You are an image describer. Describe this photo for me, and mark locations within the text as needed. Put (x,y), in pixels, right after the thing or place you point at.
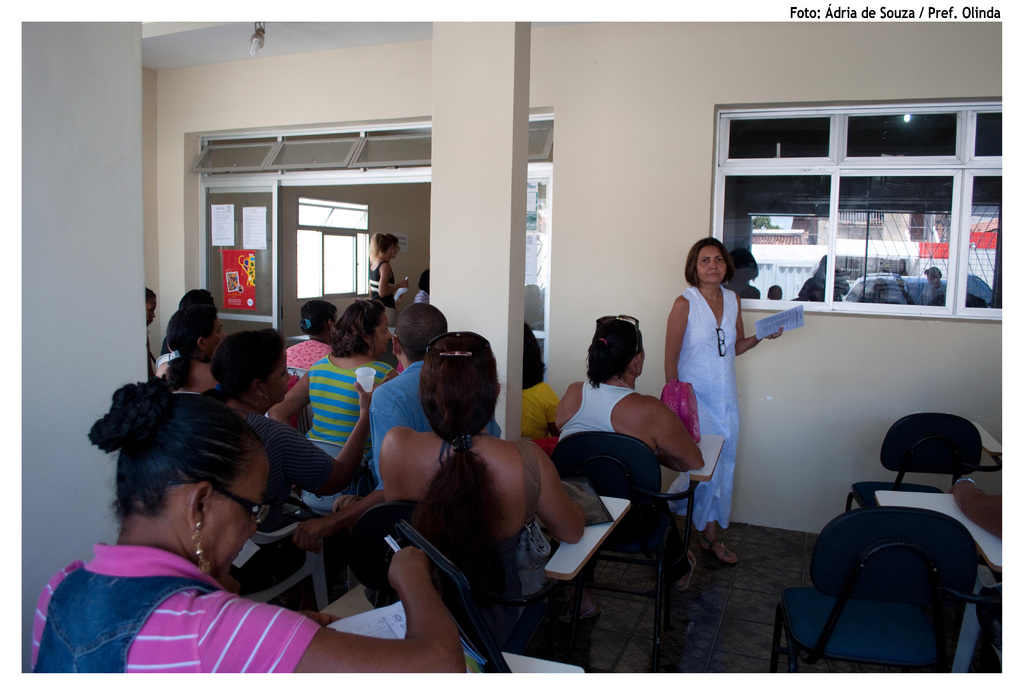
This image looks like it is clicked inside a room (59,323). It looks like a classroom (239,222). There are many people (192,293) sitting in the chairs (658,501) and listening to a woman (706,496). In the middle (671,366) there is a woman (727,553), standing and holding a paper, in her hands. In the background (552,28), there is a wall (181,137), window (907,145) and pillar (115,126).
